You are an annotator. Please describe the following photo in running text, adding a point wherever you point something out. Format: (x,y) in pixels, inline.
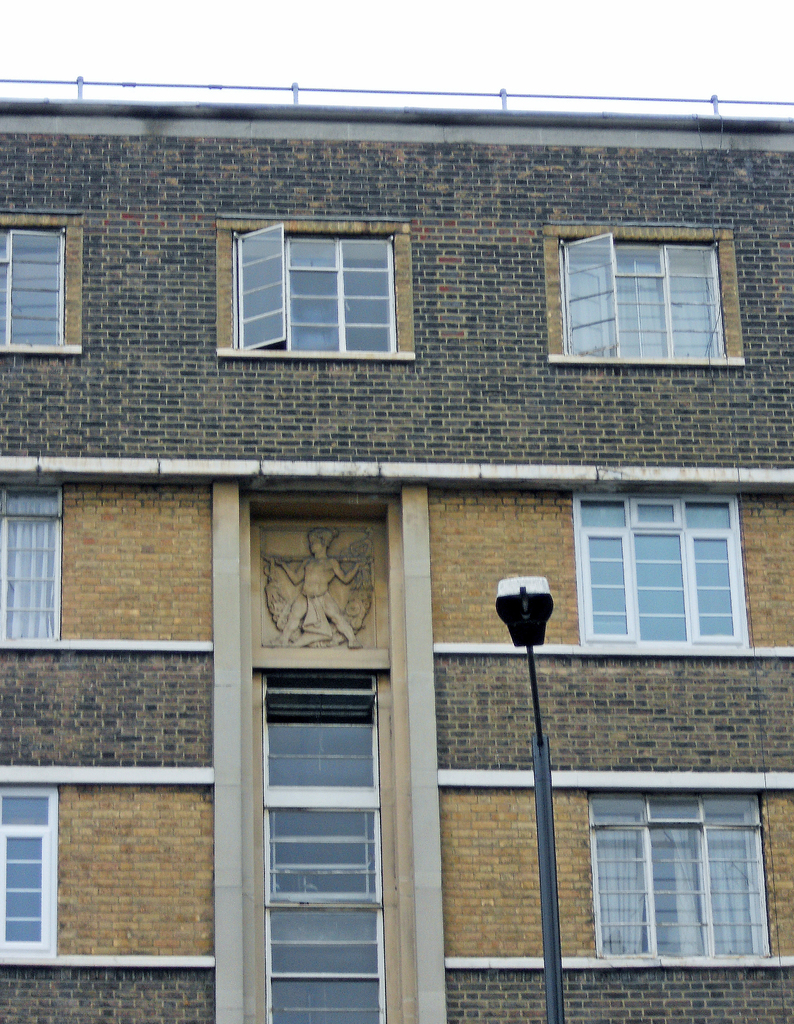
In this picture I can see the building (397,605). In the bottom right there is a street light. On the building (773,1006) there is a statue (316,583) which is placed near to the windows (293,827). At the top (259,10) I can see the sky (57,17) and clouds (292,11).
